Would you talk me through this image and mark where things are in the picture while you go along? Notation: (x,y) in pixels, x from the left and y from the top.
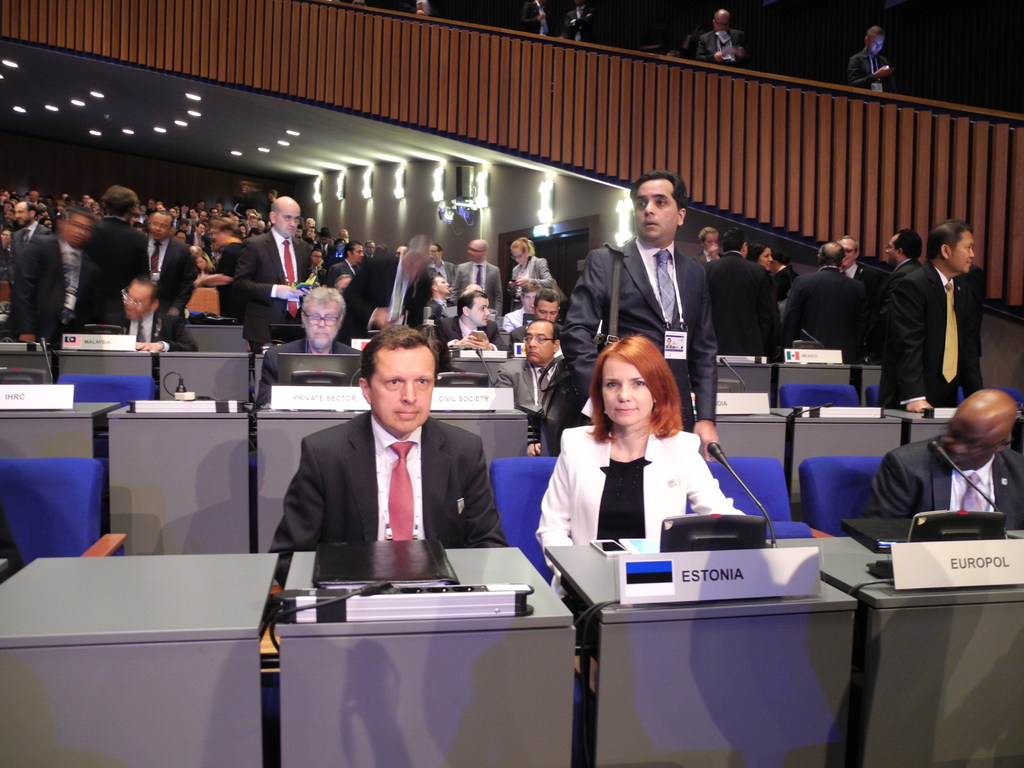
In this image I can see group of people (636,297) with different color blazers (412,295) and ties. And I can see few people (377,299) are standing and few are sitting in-front of the tables (533,581). On the tables (550,588) I can see the mics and the laptops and also the boards (685,584). I can see some names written on it. In the back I can see many lights (235,151) and the brown color railing (650,115). In the top (889,70) I can see few more people (726,43).
